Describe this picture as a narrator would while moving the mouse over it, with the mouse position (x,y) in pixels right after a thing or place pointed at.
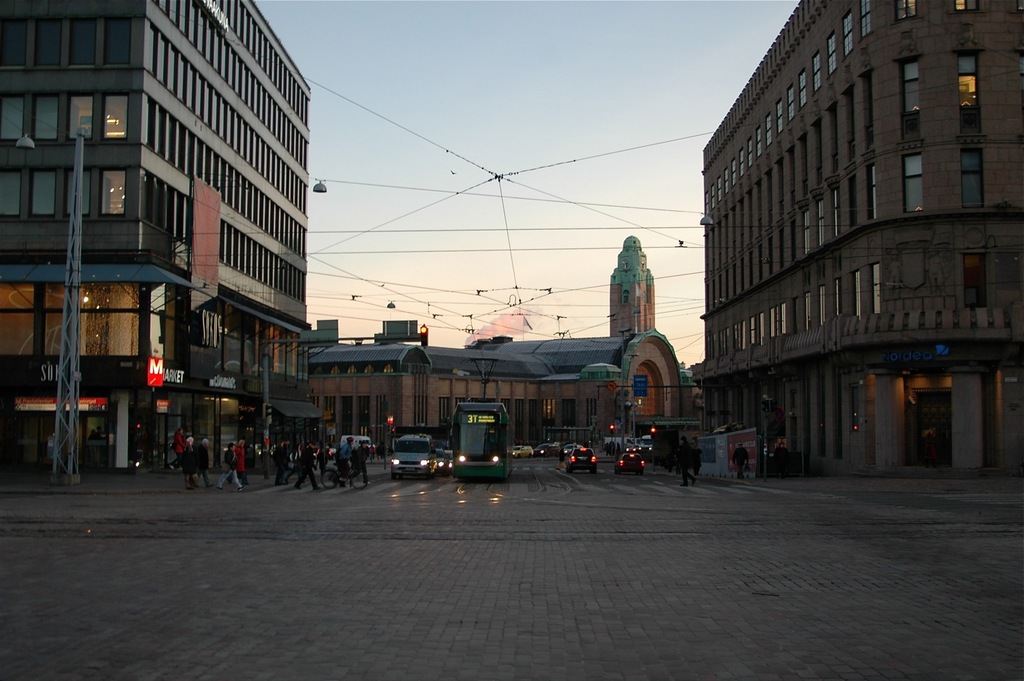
In this picture I can see vehicles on the road (644,511), there are group of people (926,448) standing, there are buildings (96,162), cables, boards (34,407), and in the background (484,110) there is sky (516,120).
